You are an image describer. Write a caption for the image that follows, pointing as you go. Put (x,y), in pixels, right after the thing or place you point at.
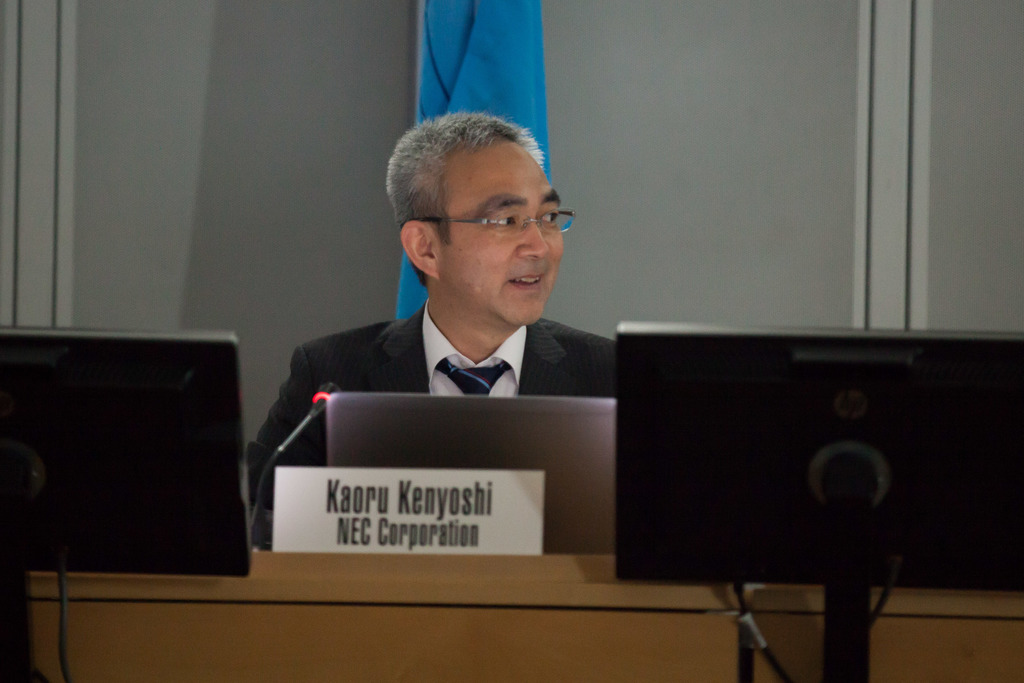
In this image I can see a person (450,336) wearing white shirt (443,340), black tie (447,365) and black blazer (377,362). I can see a desk (450,583) in front of him and on it I can see a laptop (463,448), a microphone (321,410) and a white colored board (474,488). I can see two black colored screens (138,459) in front of him. In the background (749,155) I can see the grey colored wall (710,130) and a blue colored cloth (533,34).
